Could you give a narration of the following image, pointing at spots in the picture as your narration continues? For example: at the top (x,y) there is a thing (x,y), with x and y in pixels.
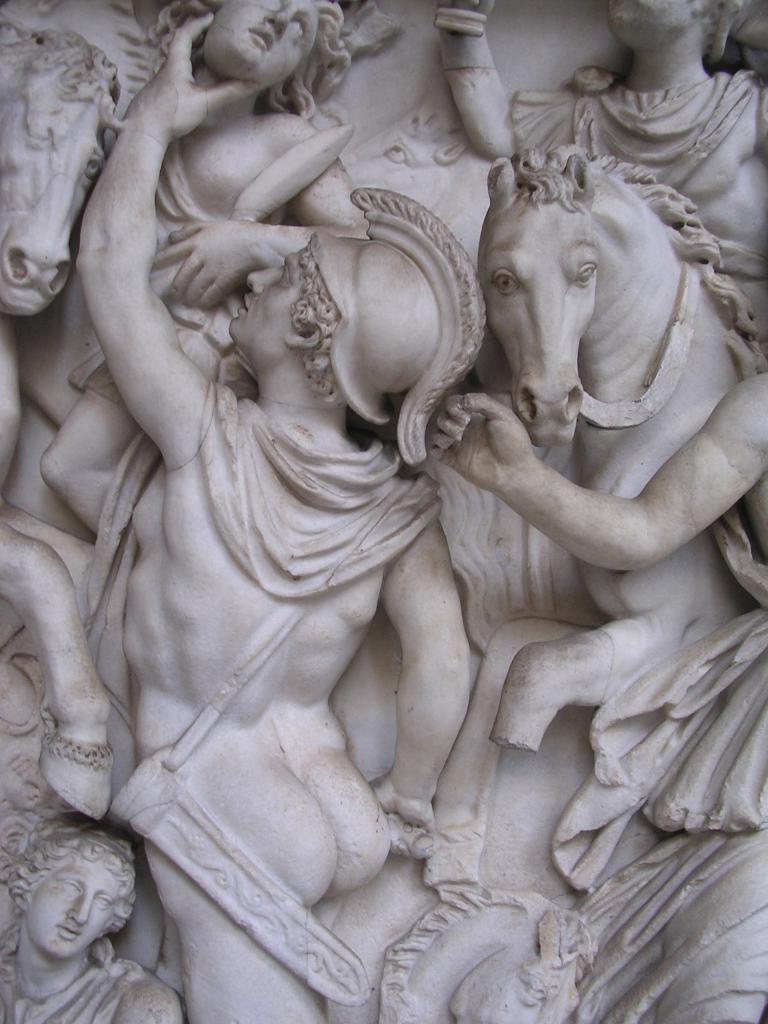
In this picture there are sculptures (331,651) of group of people (312,848) and there are sculptures (459,482) of horses (606,338).
